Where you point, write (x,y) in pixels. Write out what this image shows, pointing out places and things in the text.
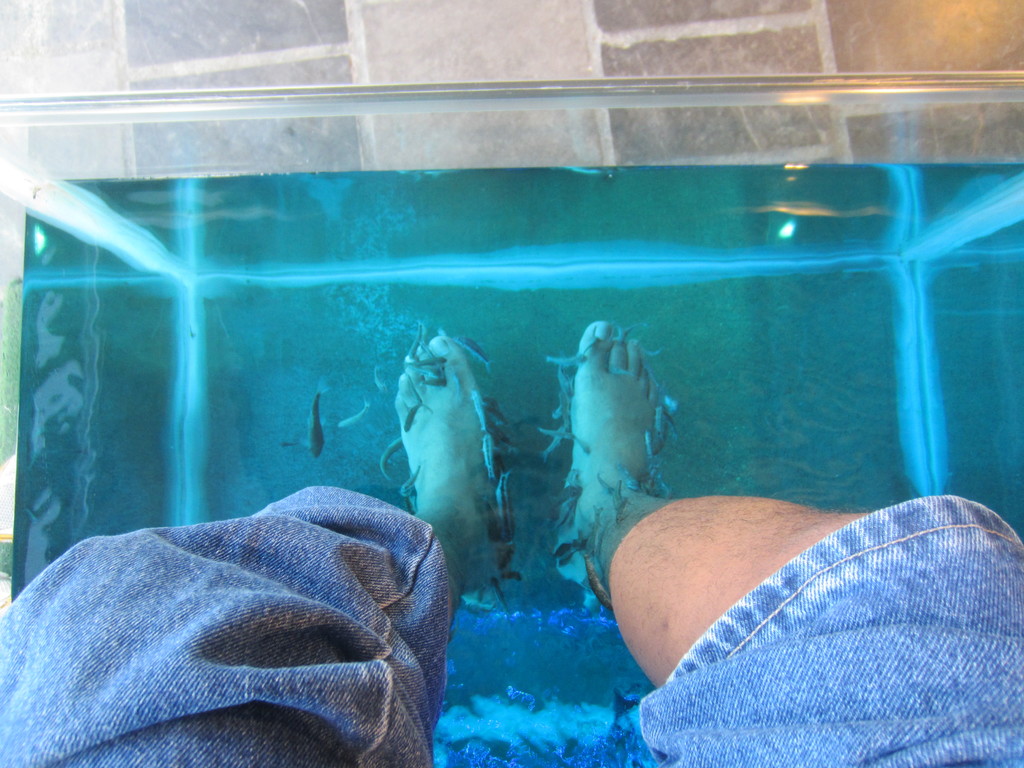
In this picture we can see a person legs (232,642) in water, fish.
